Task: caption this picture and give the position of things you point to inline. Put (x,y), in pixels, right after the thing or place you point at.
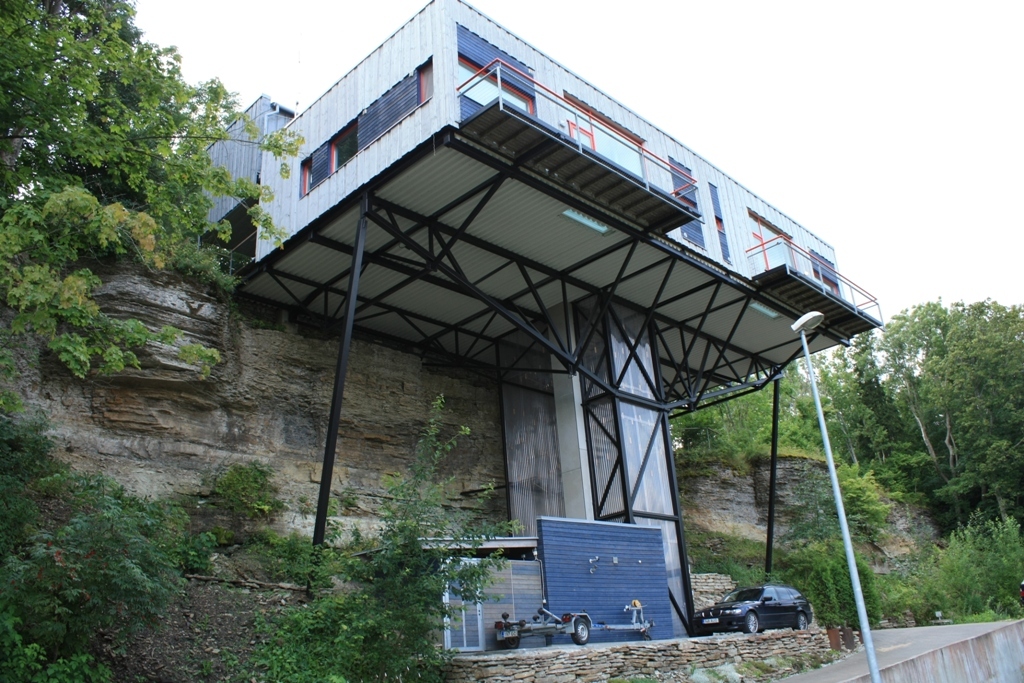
This picture is clicked outside. In the foreground (304,617) we can see the plants (954,552) and trees (373,583) and we can see a light (811,324) attached to the pole (848,553). In the center (653,418) we can see a black color car (723,617) and some objects (595,627) placed on the ground (557,645) and we can see the metal rods (572,201) and some metal objects (495,152). In the background (245,45) we can see the sky (842,16), trees (75,91) and many other objects (107,443).
